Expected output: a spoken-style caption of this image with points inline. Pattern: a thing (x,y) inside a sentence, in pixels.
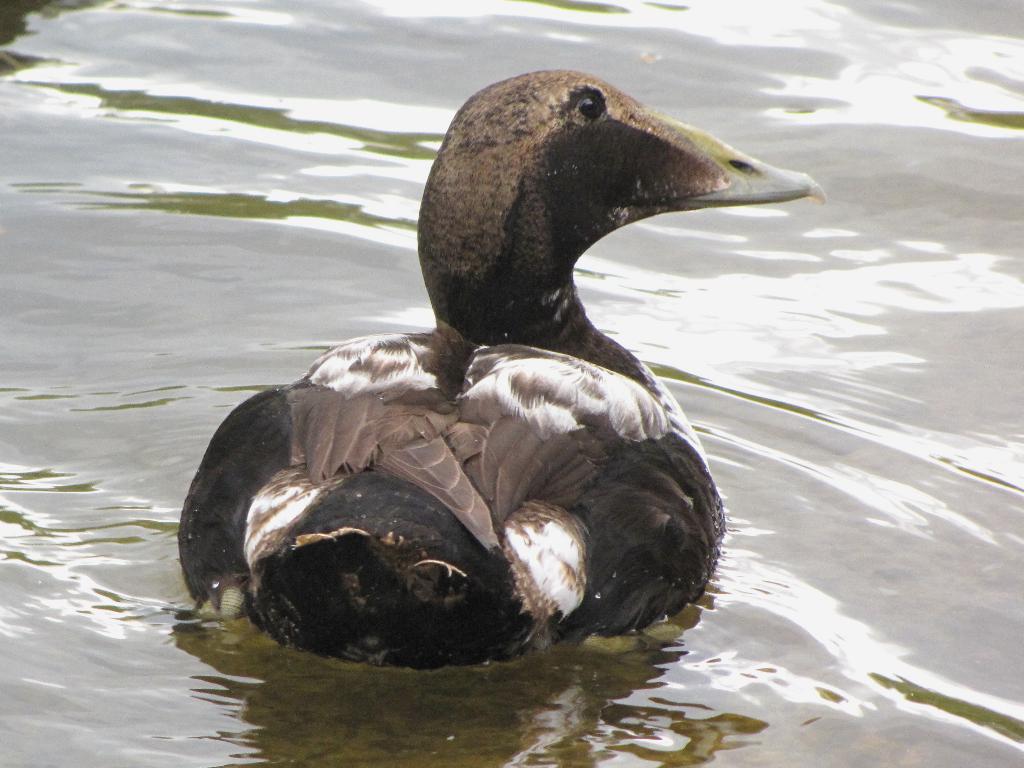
In the image we can see in front (474,183) there is a duck (493,180) swimming in the water (746,243).
